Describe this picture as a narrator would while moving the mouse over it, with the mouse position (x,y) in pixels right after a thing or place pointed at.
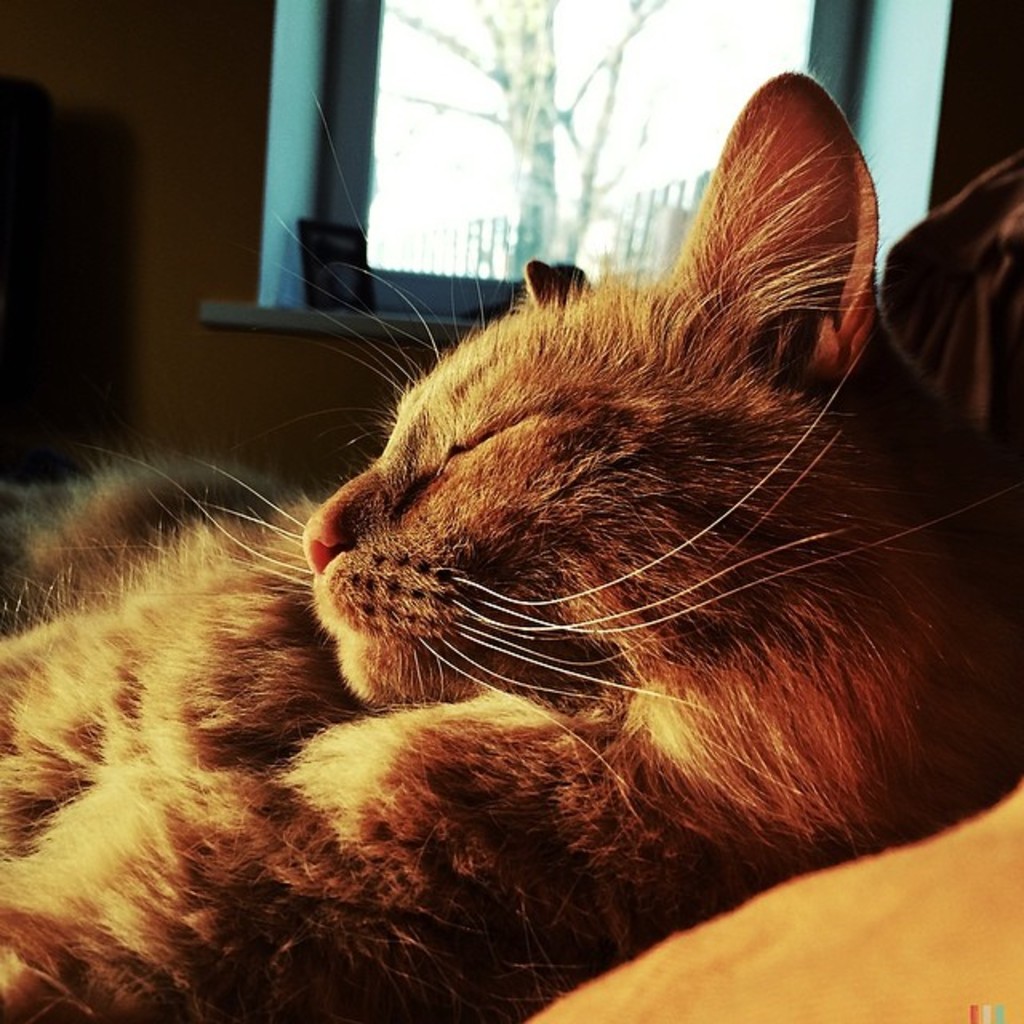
In this image we can see an animal (571,406) in a room (695,1002) and in the background (668,232), we can see a wall (400,341) with a window (602,232) and there are some objects (356,303) and we can see a tree (595,107) outside the window (578,104).
